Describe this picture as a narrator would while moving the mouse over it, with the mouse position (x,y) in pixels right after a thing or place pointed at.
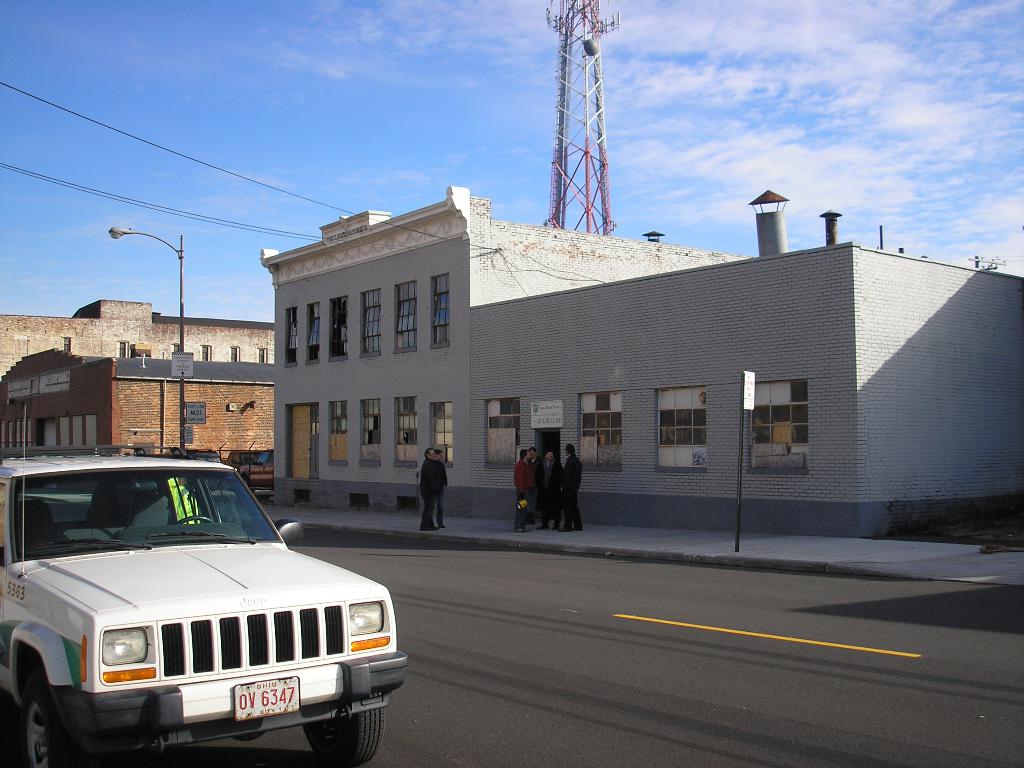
In this image we can see a vehicle (324,729) on the road (441,697), these people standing on the sidewalk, we can see boards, light poles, wires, buildings (250,337), tower (562,155) and the blue color of sky (861,74) with clouds (871,55) in the background (886,50).
